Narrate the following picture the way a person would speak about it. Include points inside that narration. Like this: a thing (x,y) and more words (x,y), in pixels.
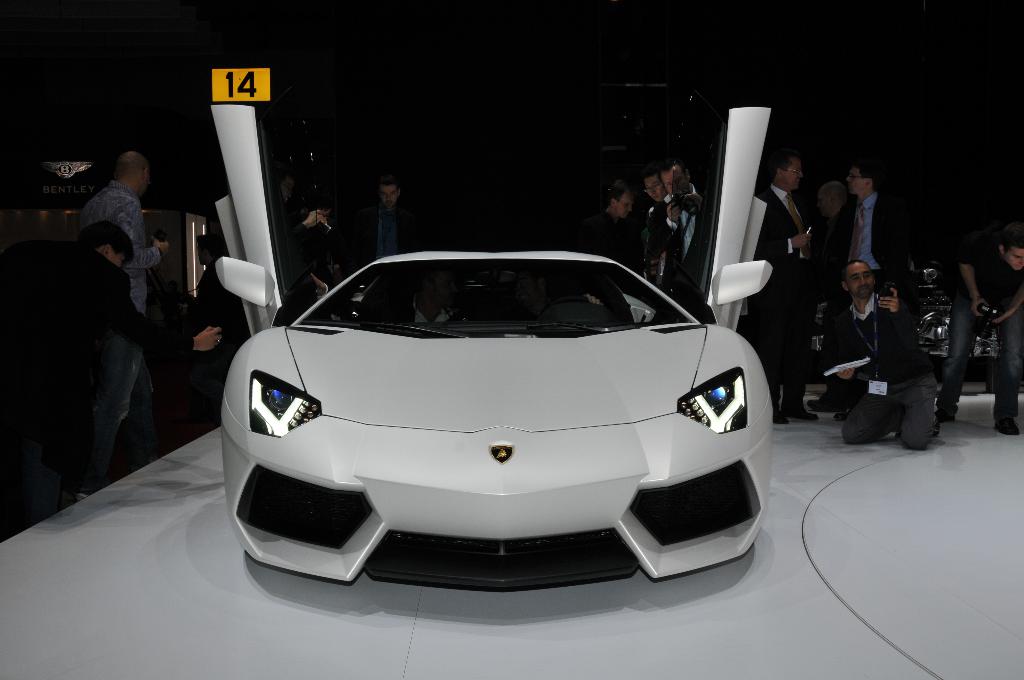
In this image I can see few vehicles (569,448) in different colors. I can see the group people (94,285) and few people (627,238) are holding something. The image is dark.
